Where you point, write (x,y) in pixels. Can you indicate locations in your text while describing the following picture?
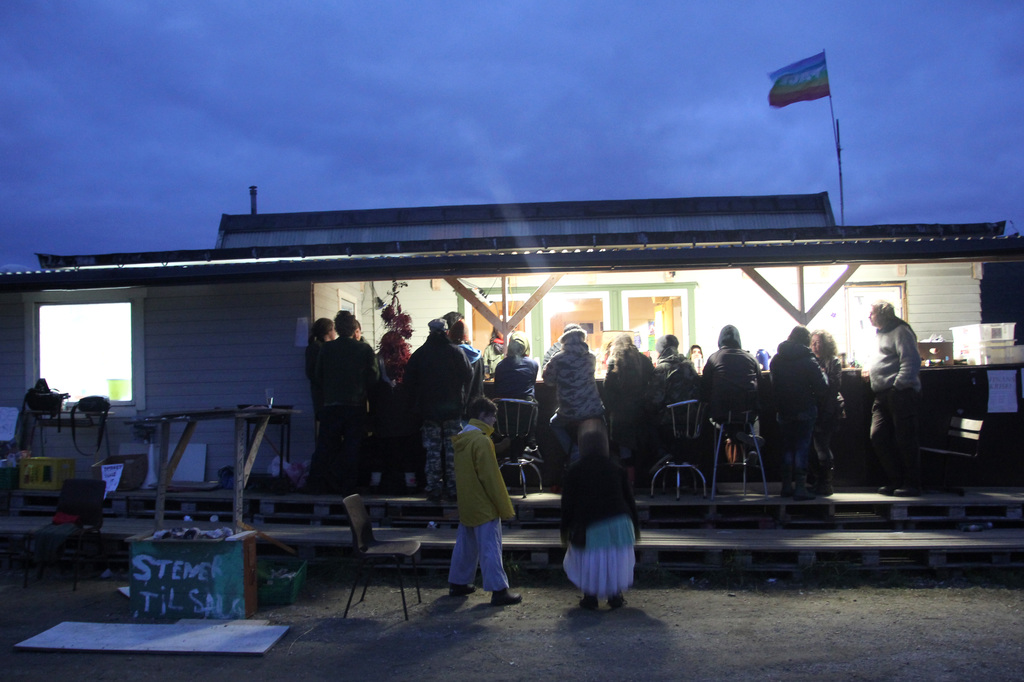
In this image we can see the people (743,383) standing near the shed (553,480). And there are windows (571,307) and flag (824,56). In front of the shed (285,396) there are chairs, boxes (962,349), boards (192,465), bags (224,484), wooden sticks (239,480) and a few objects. In the background (487,92), we can see the sky (633,97).
